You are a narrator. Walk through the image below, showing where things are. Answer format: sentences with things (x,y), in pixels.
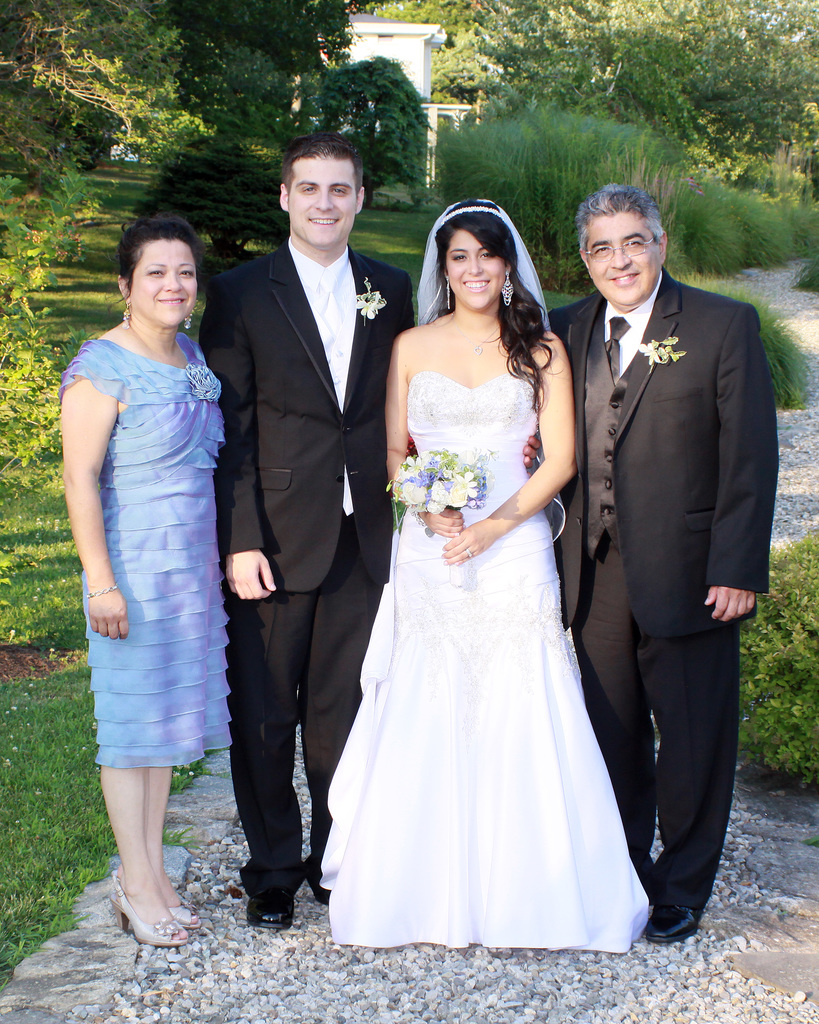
In this image in front (732,657) there are four people (552,356) wearing a smile on their faces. At the bottom of the image (403,951) there are stones (546,984). On the left side of the image (49,565) there is grass (51,484) on the surface (25,867). In the background of the image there is a building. There are trees (362,126).
